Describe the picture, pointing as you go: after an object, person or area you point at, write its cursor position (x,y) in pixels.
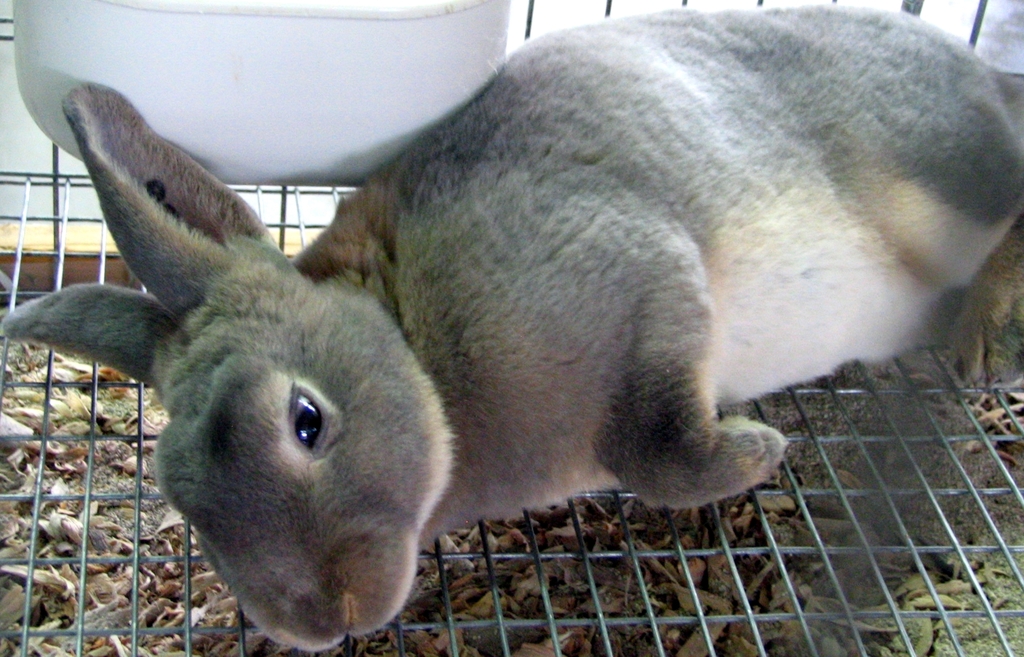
Here we can see a rabbit (408,313) lying on a welded wire (901,520) and there is an object (232,126) next to it and under it there are small wooden pieces (107,615) on the ground (89,618).
